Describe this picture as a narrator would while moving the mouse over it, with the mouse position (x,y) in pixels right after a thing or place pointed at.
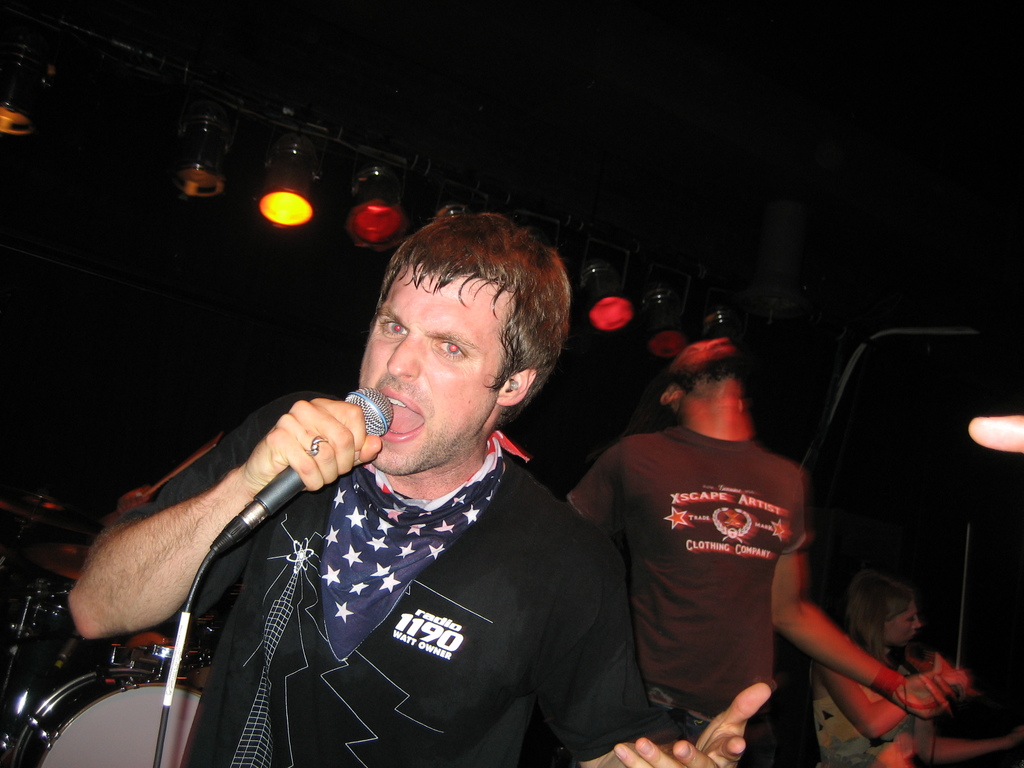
This is a band (390,718) performing live. In the center of the picture (439,277) there is a person (447,427) singing holding a microphone (268,494). On the left (104,678) there are drums (131,681). In the background (279,196) there are focus light (595,277). In the background (680,463) there is a person (729,535) standing. On the right (889,598) there is a woman (911,730) sitting. Background (628,101) is dark.
